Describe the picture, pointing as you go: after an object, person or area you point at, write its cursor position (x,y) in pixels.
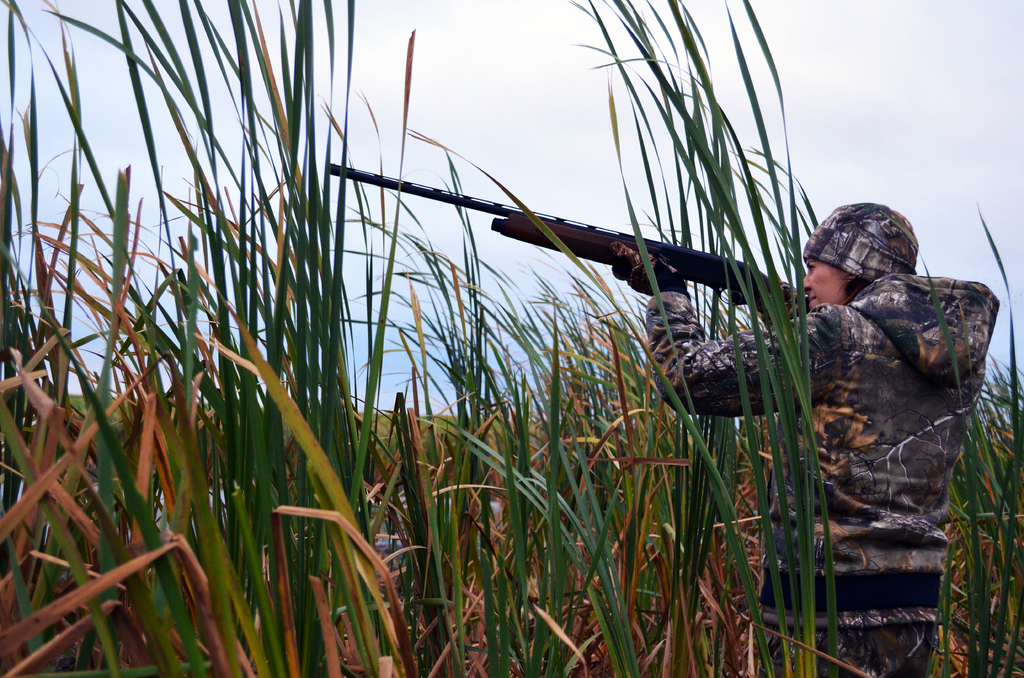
This is the woman (899,509) standing and holding a weapon (727,288) in her hands (793,299). She wore a cap (869,254), jerkin (862,382), gloves (648,284) and trouser (841,640). I think this is the grass (242,568).
